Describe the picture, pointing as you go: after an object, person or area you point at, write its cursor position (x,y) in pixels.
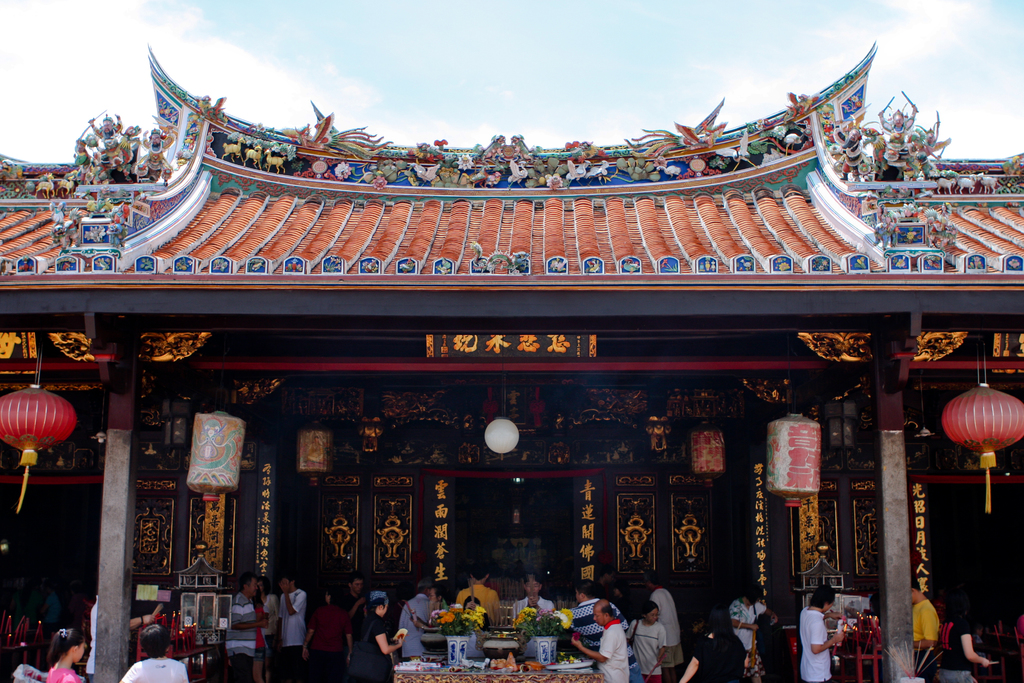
In this image I can see number of persons (599,603) are standing, a table (511,679) and on the table (462,673) I can see few flowers vases (554,639) with plants (455,626) and flowers (518,622) in them and few other objects (503,656). I can see few lanterns (988,440), a building (592,400), the roof (492,236) of the building (378,239) and something is written on the building (512,364) with gold color. I can see the sky (675,44) in the background (681,56).
